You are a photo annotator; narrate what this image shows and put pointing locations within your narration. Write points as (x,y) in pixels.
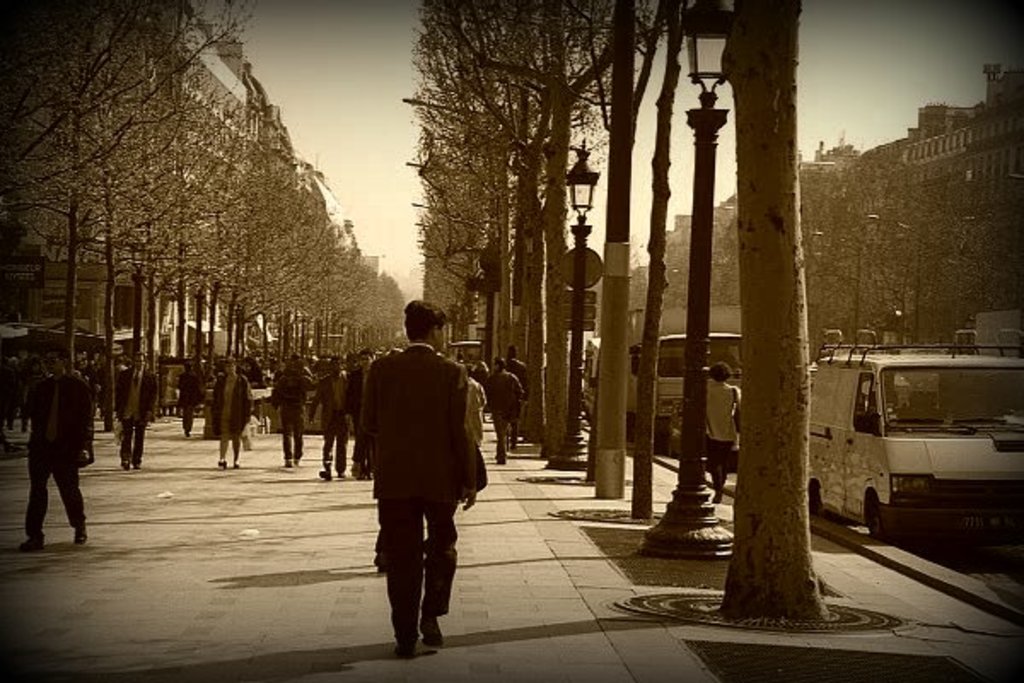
This is a black and white image. On the right side (865,415) there are few vehicles (935,456) on the road (957,539). On the left side (130,417) a crowd of people (130,417) walking on the footpath (309,493). On the right (889,294) and left sides of the image there are many trees (563,187) and poles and also I can see the buildings (231,86). At the top of the image (334,88) I can see the sky (341,73).
